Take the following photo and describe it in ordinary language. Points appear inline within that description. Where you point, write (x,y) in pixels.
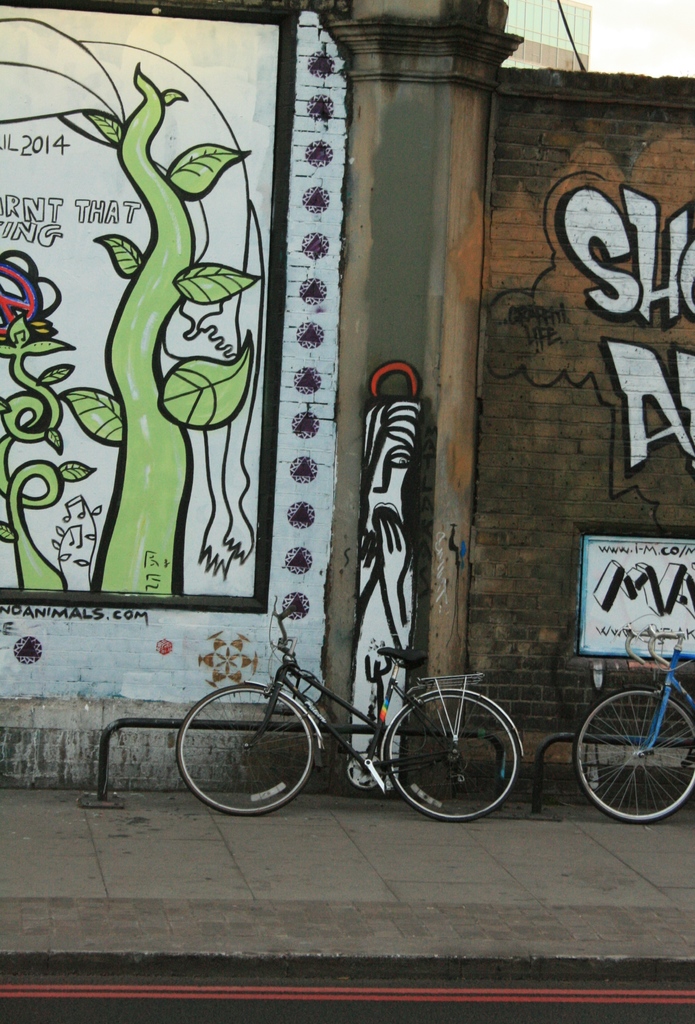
In this image I can see the sidewalk (336,874), the road (324,1010), few bicycles (658,737) on the sidewalk (276,874) and a huge wall (210,344). I can see few paintings (116,330) on the wall (259,353). In the background (668,58) I can see a building (567,6) and the sky (659,66).
